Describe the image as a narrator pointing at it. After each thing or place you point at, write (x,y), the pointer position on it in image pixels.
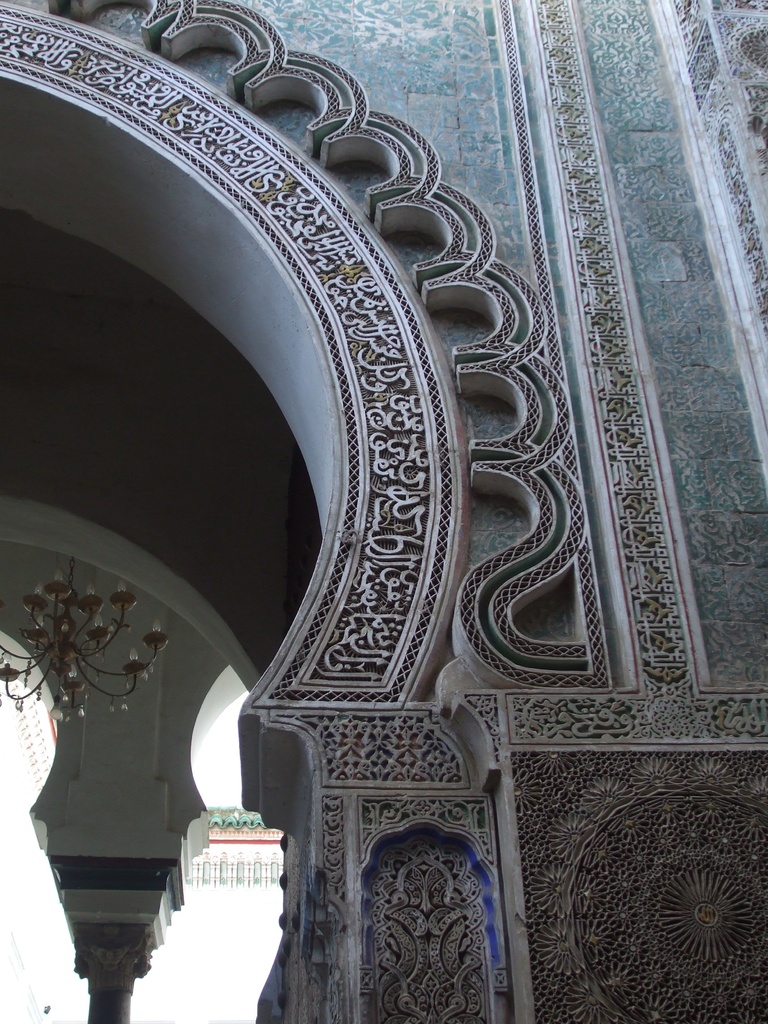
In this image we can see the wall (369,752) with a design (280,44) and there is the chandelier (155,641) attached to the ceiling (196,584).
